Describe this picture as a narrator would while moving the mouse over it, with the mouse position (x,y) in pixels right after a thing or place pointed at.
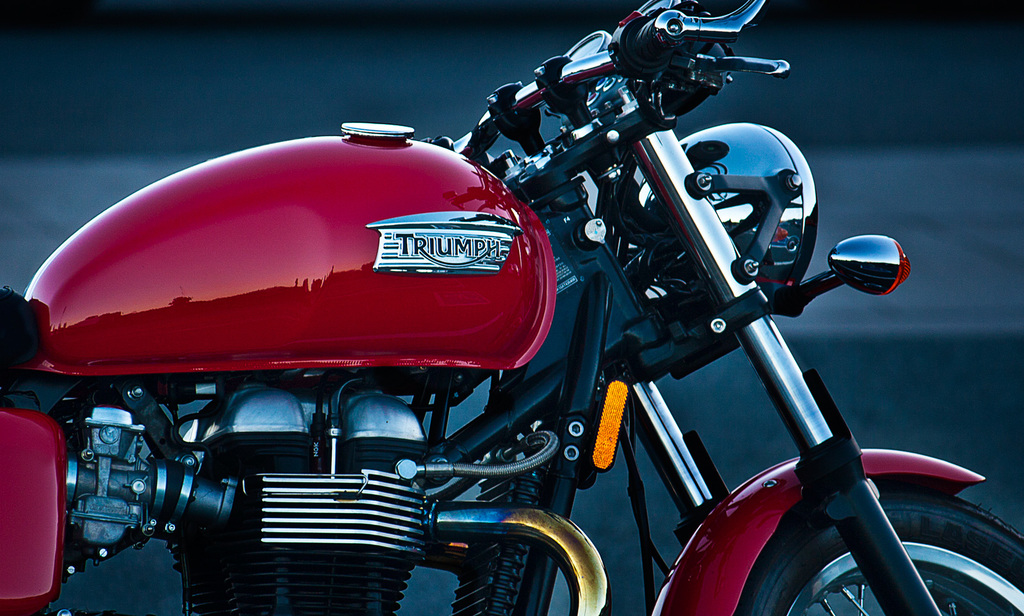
In this image we can see the tank (345,351) of the motorbike (389,382). At the bottom (371,506) there is an engine (322,503). On the right side (725,162) there is a headlight (732,193) and a handle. At the bottom (936,523) there is a tire (830,543). It is the red color bike (254,364).
